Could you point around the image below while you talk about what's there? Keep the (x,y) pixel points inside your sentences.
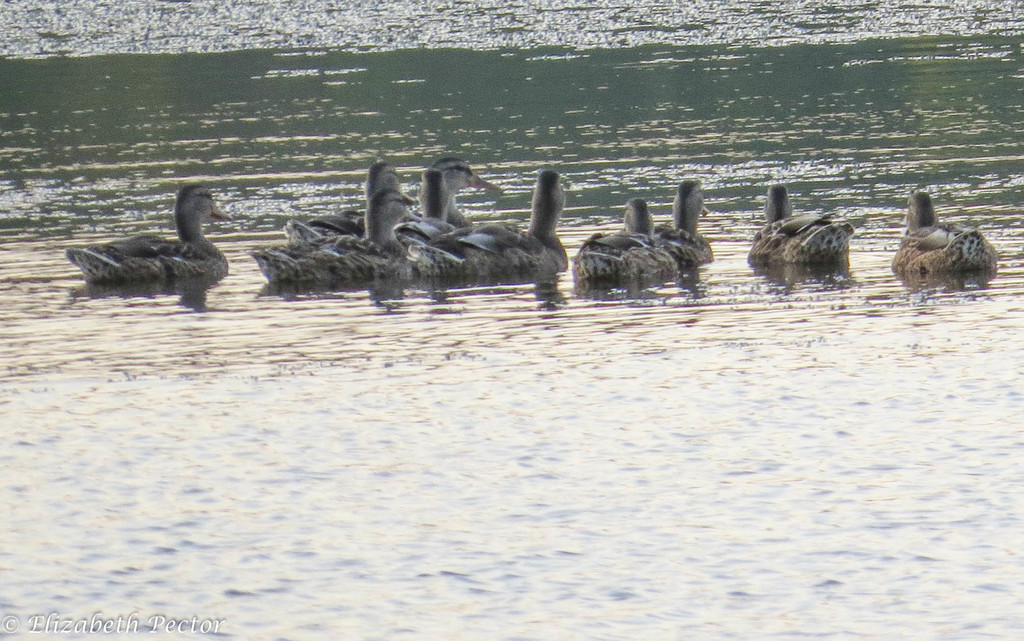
In the picture we can see water (624,598) on it we can see some ducks (920,222) which are black and some gray in color.
